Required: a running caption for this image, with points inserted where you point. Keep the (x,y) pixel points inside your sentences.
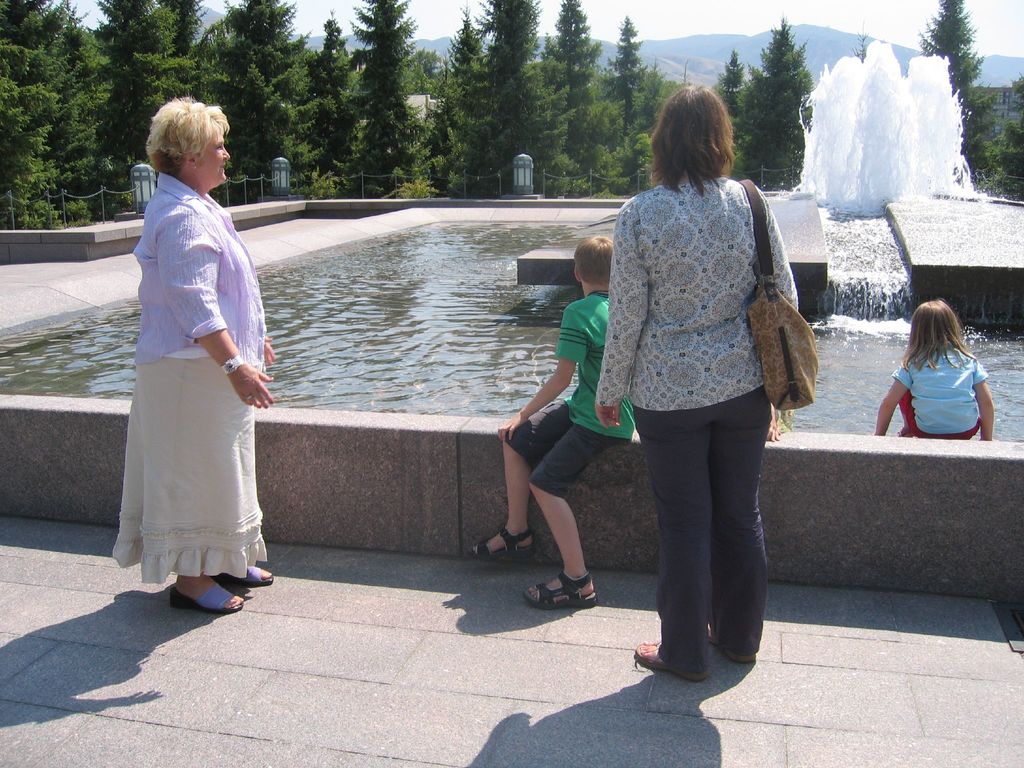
In this picture we can see a woman (669,322) wearing a bag (810,385) and standing on the path (246,629). We can see another woman (147,497) standing on the left side (121,546). There is a boy (548,415) sitting on the wall (54,404). We can see a girl (919,388) on the right side (946,397). There is water (350,362) and a fountain (855,120) is visible in the water (451,292). We can see some fencing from left to right. There are a few trees (232,168) and mountains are visible in the background (977,186).
